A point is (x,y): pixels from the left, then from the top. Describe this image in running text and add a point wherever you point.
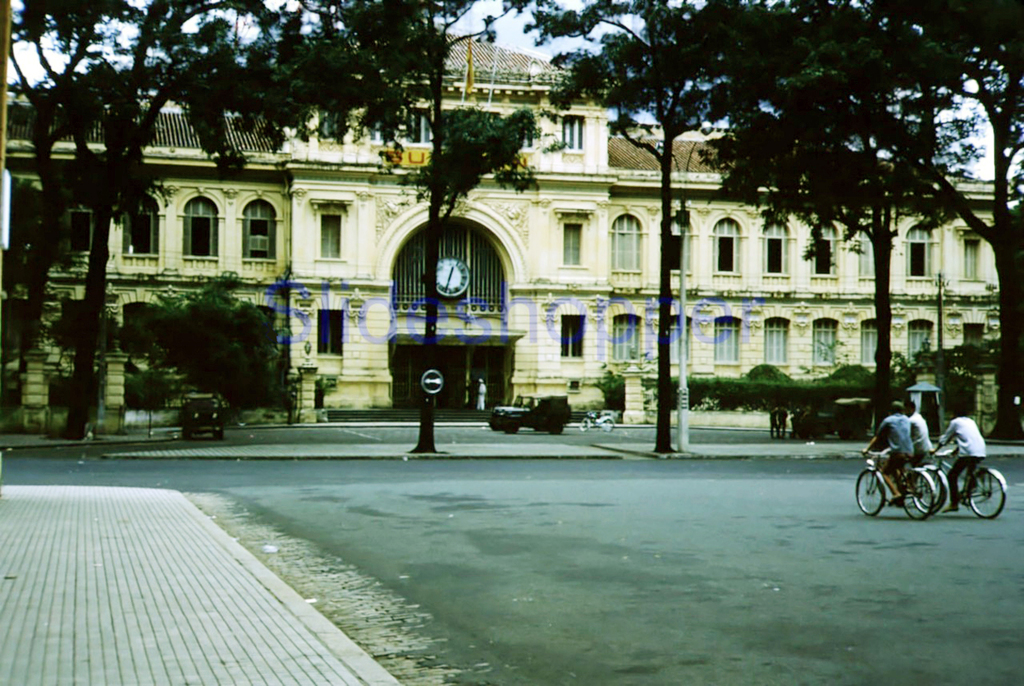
There are people (977,463) riding bicycles (866,512) on the road (402,561). In the background (151,397) we can see boards (434,386), poles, vehicles (552,407), people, trees (222,361), building (381,317), clock (450,261), plants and sky (708,128).
